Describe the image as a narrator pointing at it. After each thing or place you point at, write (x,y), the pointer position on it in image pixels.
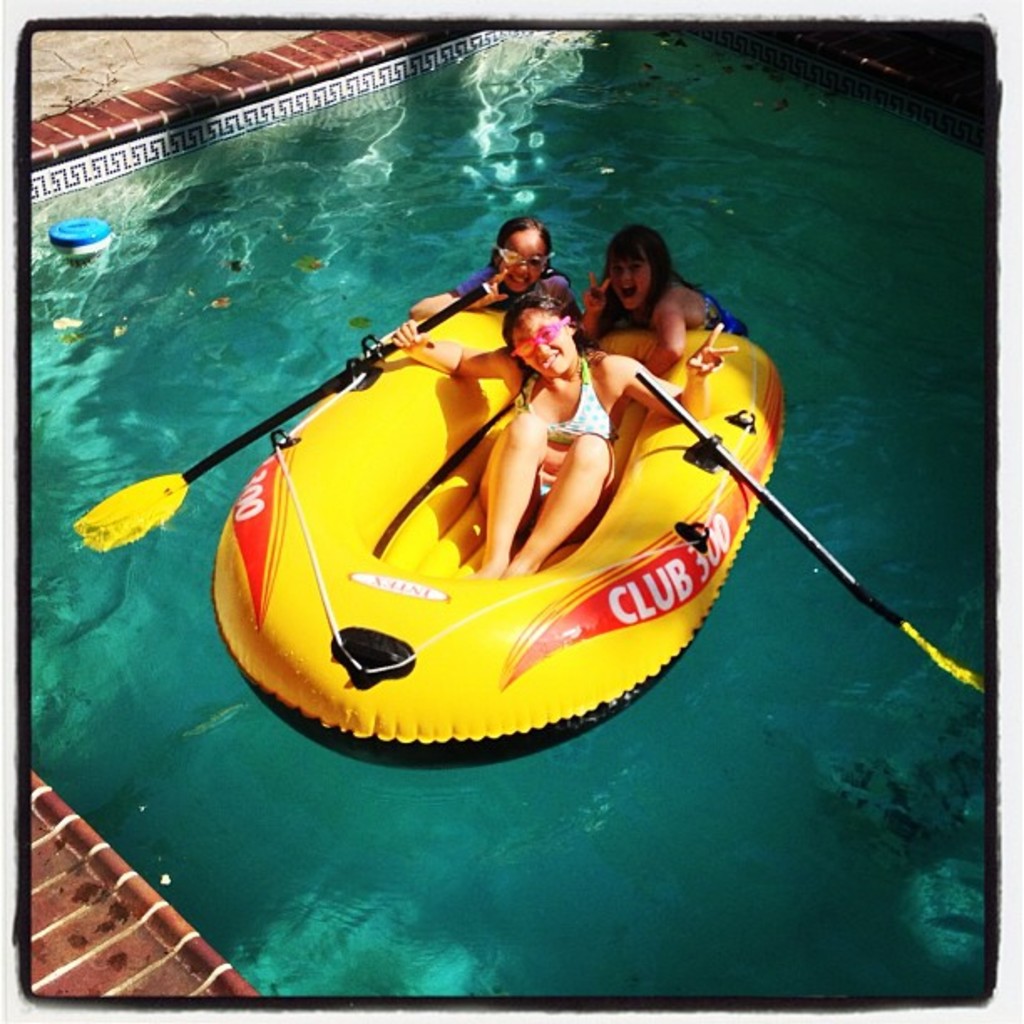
In this picture there are three small girls (609,304), one sitting in the yellow color boat (587,541). Behind there is a swimming pool water (346,829) and brown color flooring tiles (148,113).
